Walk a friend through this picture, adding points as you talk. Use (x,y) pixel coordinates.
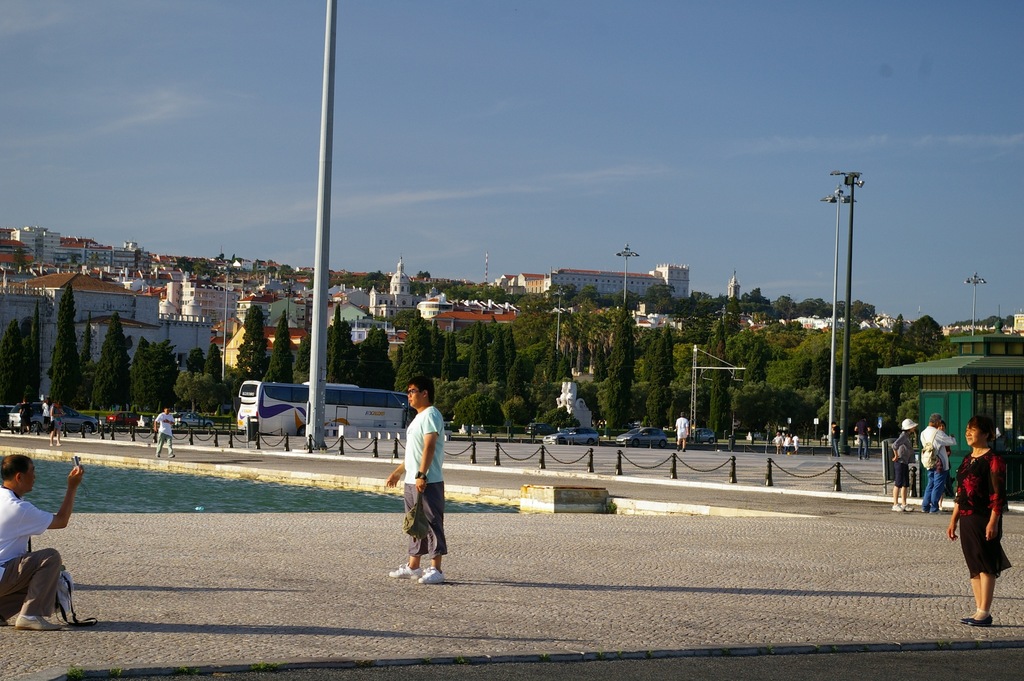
In this image we can see some people (992,519) on the ground (217,576). One person (20,561) is holding an object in his hand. On the left side of the image (184,490) we can see water (157,484). In the center of the image (540,447) we can see a group of trees (499,420), poles (315,413) and some chains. In the background (182,296), we can see a group of buildings (470,322) with windows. At the top of the image (672,119) we can see the sky (561,99).
